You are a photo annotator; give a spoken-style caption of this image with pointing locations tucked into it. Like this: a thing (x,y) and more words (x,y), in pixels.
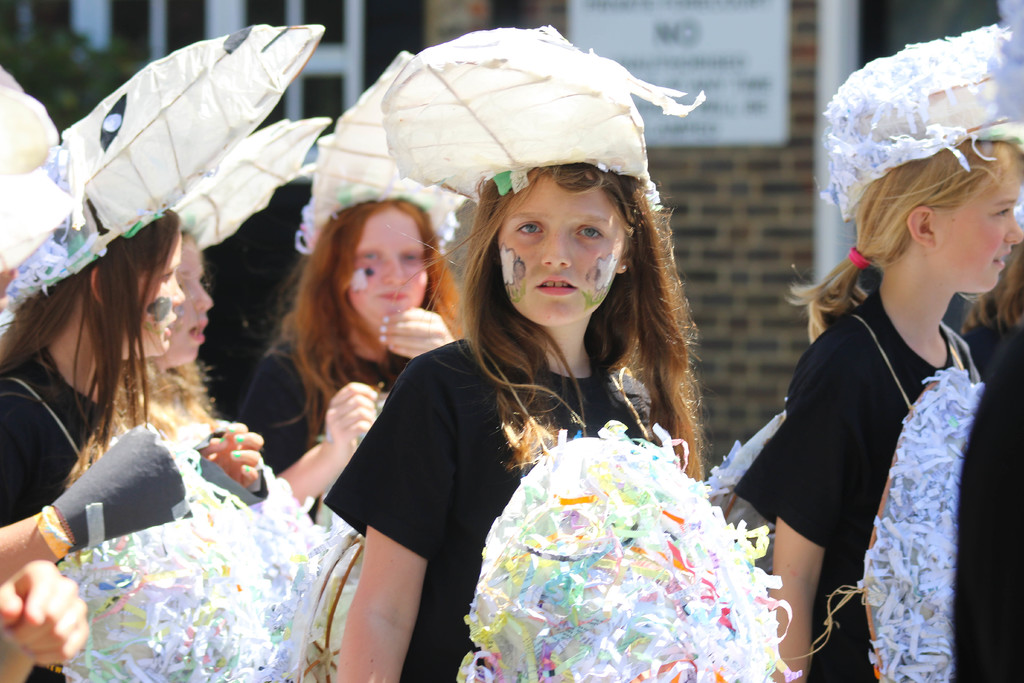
In this image there are group of persons (421,391) standing and wearing a white colour hat (415,164). In the background (756,191) there is a wall (792,181) and on the wall (713,147) there is a board (733,104) with some text (739,88) written on it. On the left side (323,16) there is a window (335,11) and the persons (232,479) are wearing garland (654,609) which are white in colour.
